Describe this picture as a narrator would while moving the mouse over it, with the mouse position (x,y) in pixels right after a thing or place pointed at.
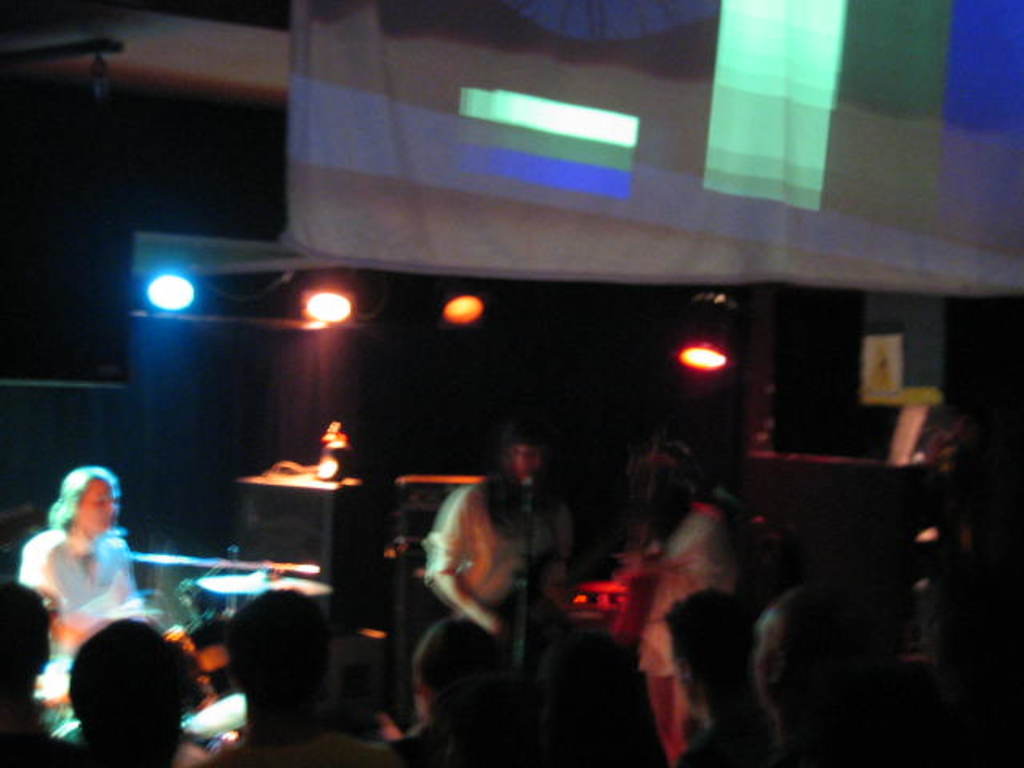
This picture is taken inside the room (1001,542). In this image, we can see a group of people (256,667). In the middle (521,503), we can see a man (521,518) standing in front of a musical instrument (624,590). On the right side (718,521) and left side (98,557), we can see two men (693,562) are playing a musical instrument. In the background (316,524), we can see some electronic instruments (272,528), lights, curtains (477,182) and a wall (176,187).
